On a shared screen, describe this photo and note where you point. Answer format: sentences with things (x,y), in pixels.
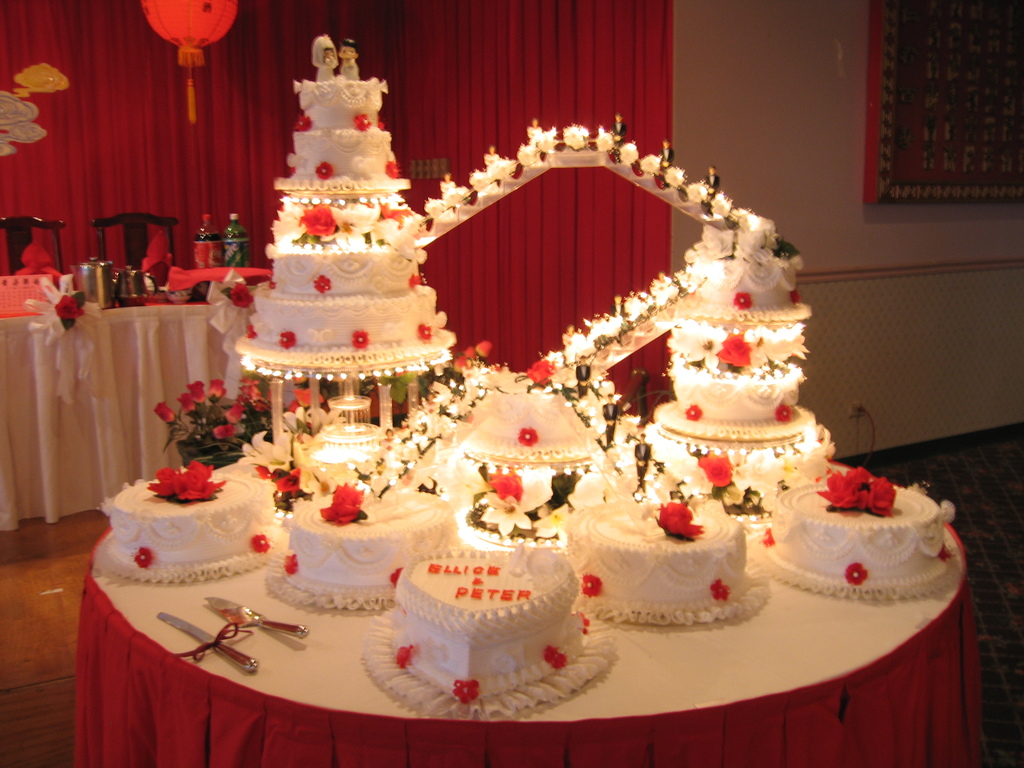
In the picture I can see some cakes (308,569) are arranged in one table (297,656), along with the object (248,663).
